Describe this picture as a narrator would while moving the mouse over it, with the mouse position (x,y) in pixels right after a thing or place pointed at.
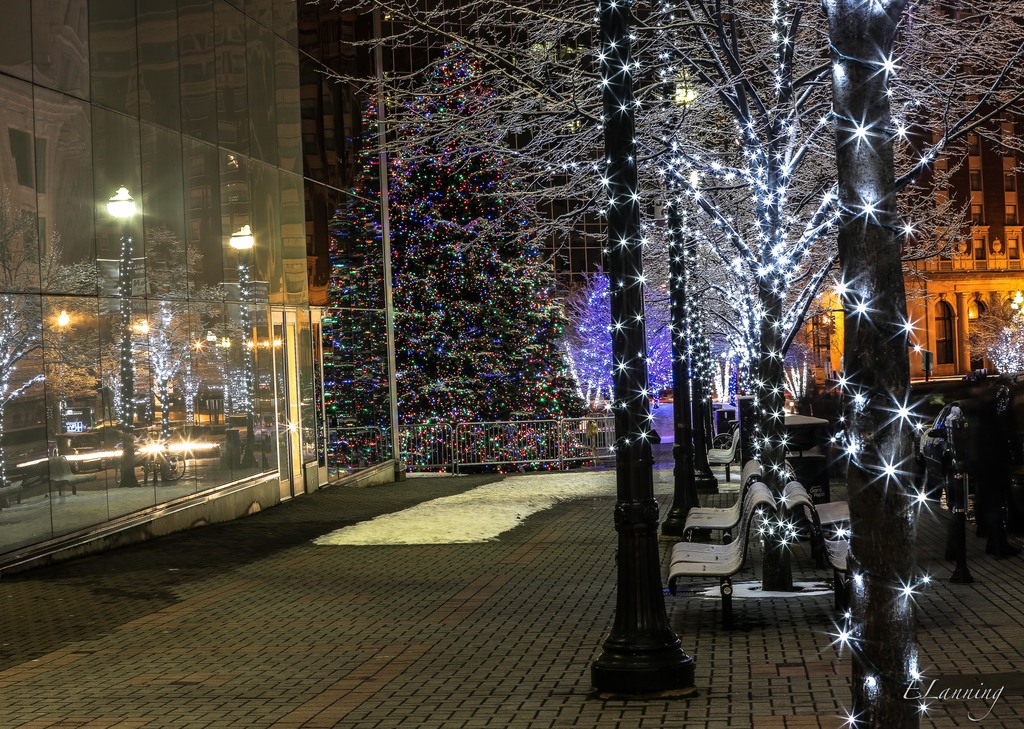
In this image I can see trees (665,377) and poles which is decorated with lights (545,330). I can also see benches (680,565), buildings (132,439), fence (573,459) and other objects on the ground (498,536).
